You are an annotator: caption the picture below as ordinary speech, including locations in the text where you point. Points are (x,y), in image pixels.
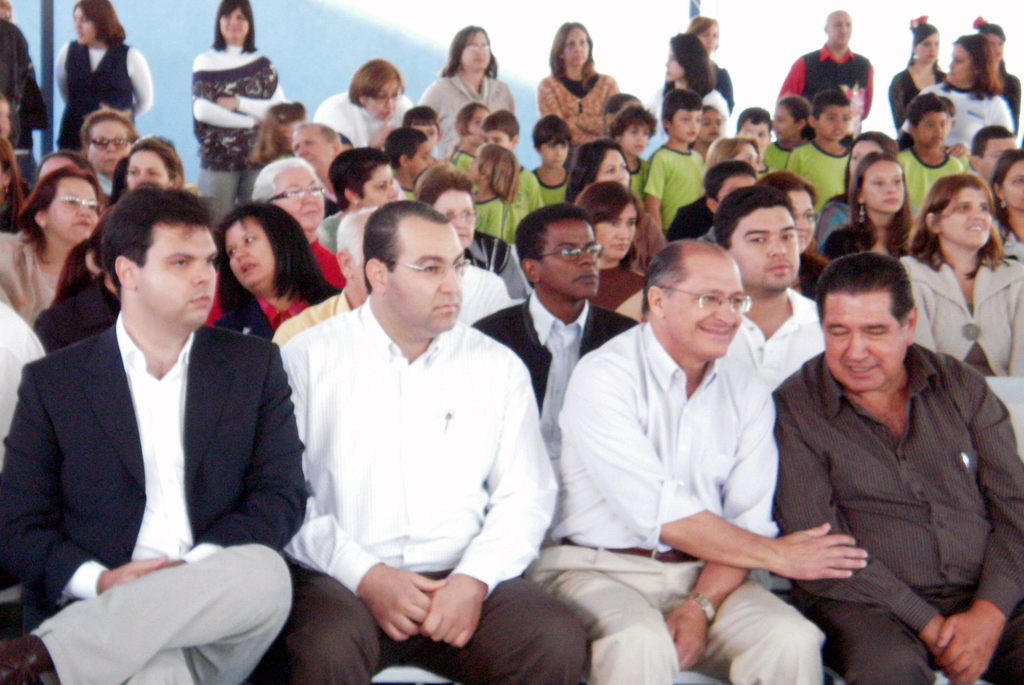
In this there is a group of persons (477,269) are sitting in middle of this image (508,247) and there are some persons (455,116) standing in the background (710,128) and there is a wall (375,27) on the top of this image (373,29).
